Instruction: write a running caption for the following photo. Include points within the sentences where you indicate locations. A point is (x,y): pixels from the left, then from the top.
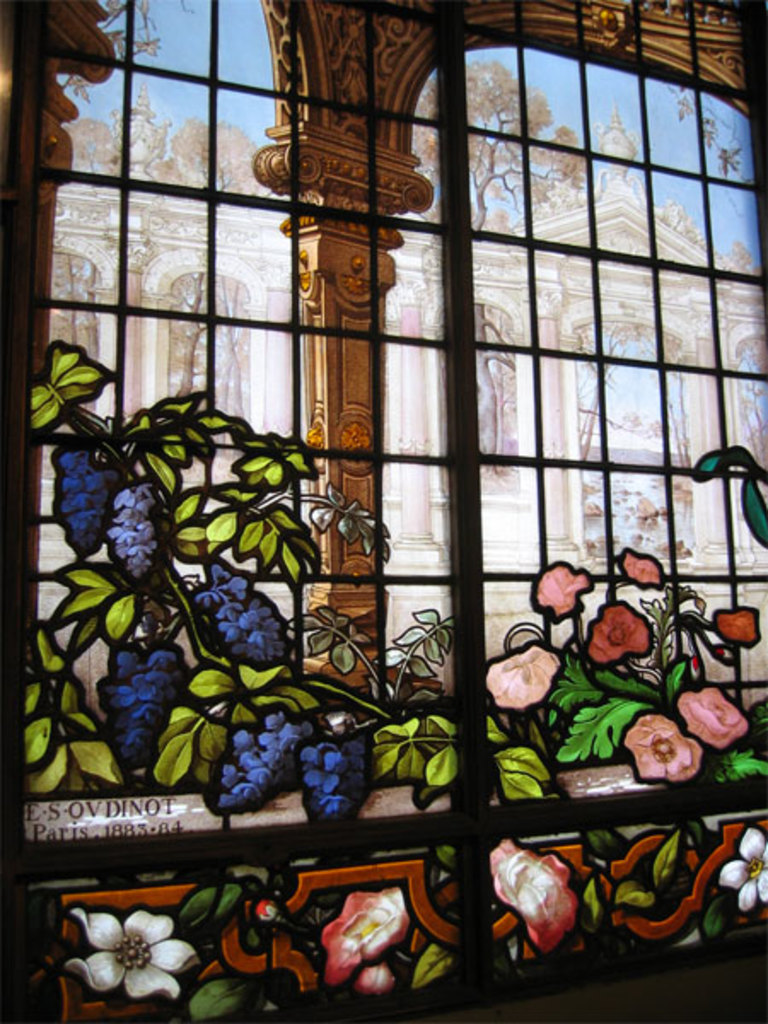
In this picture I can see painting (624,638) of flowers (624,649) and leaves (499,737), there is a grille (524,190), and in the background (515,119) there is a building (551,431), there are trees (513,129) and there is the sky (758,400).
